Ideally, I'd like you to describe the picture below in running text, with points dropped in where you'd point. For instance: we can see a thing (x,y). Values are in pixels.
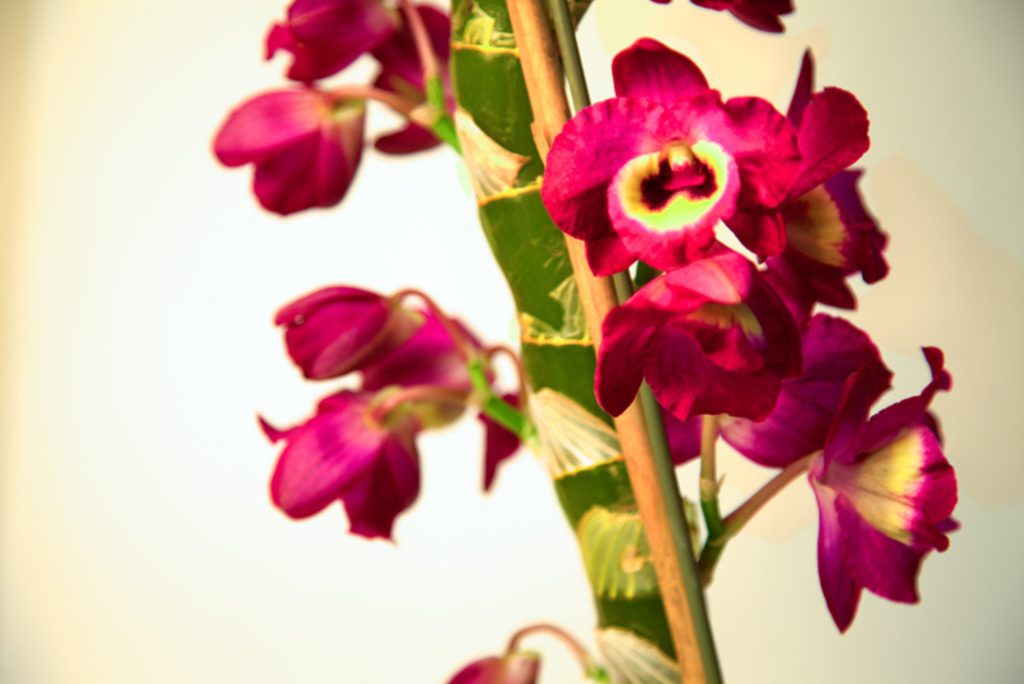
In this picture I can see the flower plant (639,279).
